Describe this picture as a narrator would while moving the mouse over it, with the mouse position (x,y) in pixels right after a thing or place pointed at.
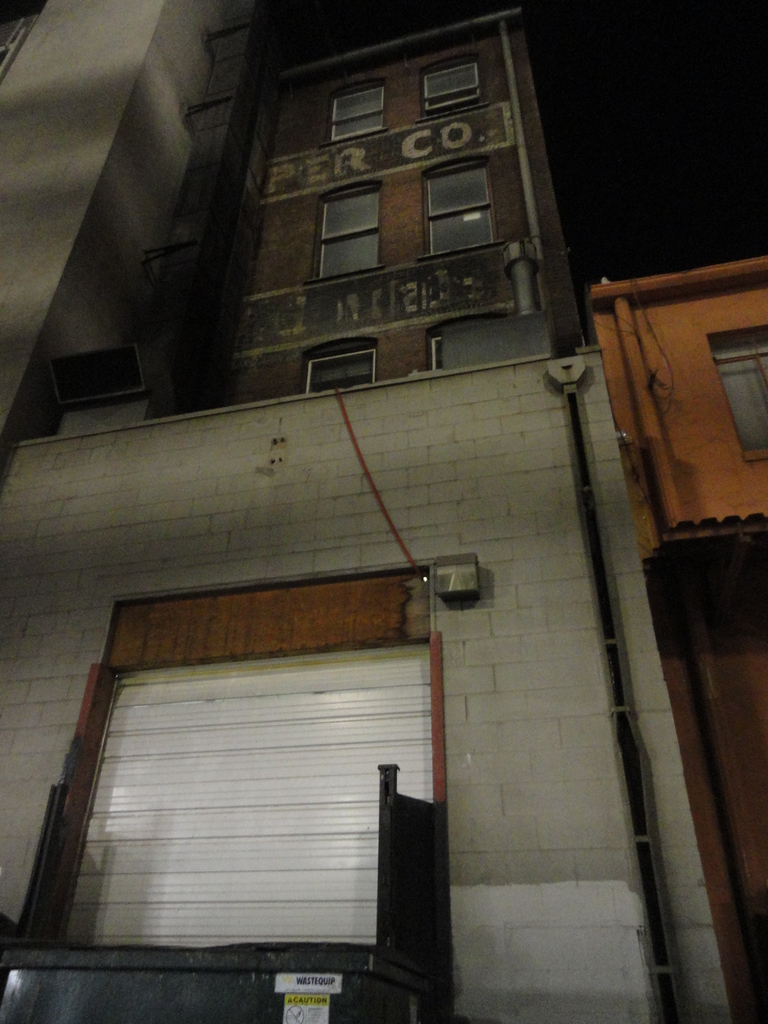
In this picture we can see buildings (456,499), on the right side (706,686) there is a pipe (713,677), we can see windows (428,108) of these buildings (381,90), there is a shutter (277,761) in the front (346,728), we can see a dark background (672,94).
